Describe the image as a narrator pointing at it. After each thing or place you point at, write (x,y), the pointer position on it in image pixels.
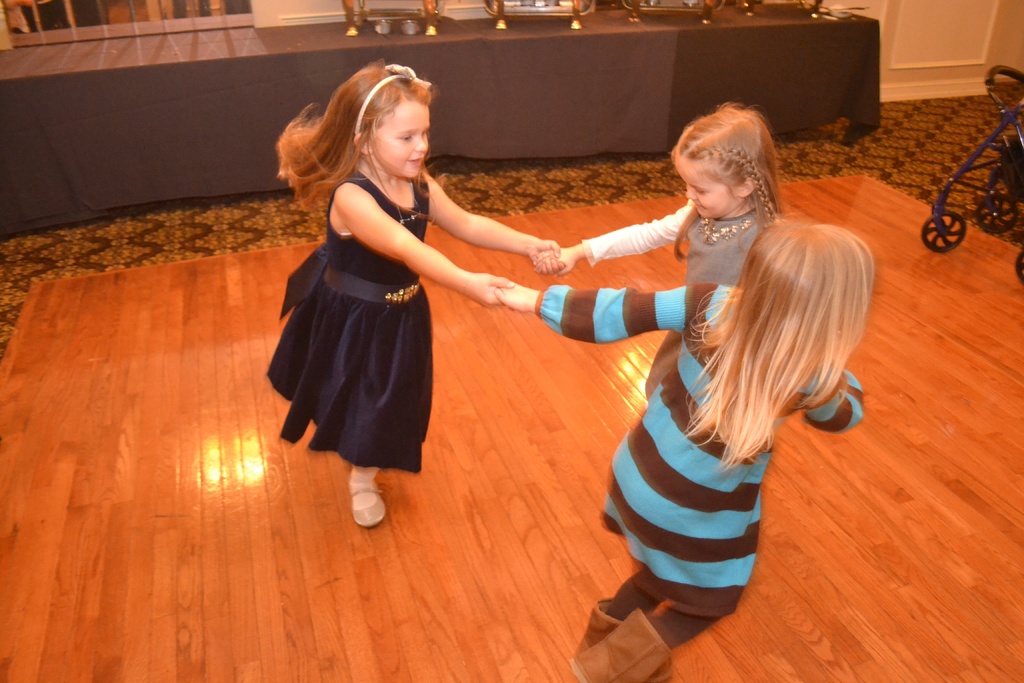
This image is taken indoors. At the bottom of the image (500,606) there is a floor (967,317). In the background (279,11) there is a wall (914,37) with a frame (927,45). There is a table (257,74) with a tablecloth (611,81) and a few things (415,11) on it. On the right side of the image (985,199) there is an object (992,210) on the floor (968,212). In the middle of the image (672,425) three kids (681,491) are playing and they are holding each others hands (546,257).
